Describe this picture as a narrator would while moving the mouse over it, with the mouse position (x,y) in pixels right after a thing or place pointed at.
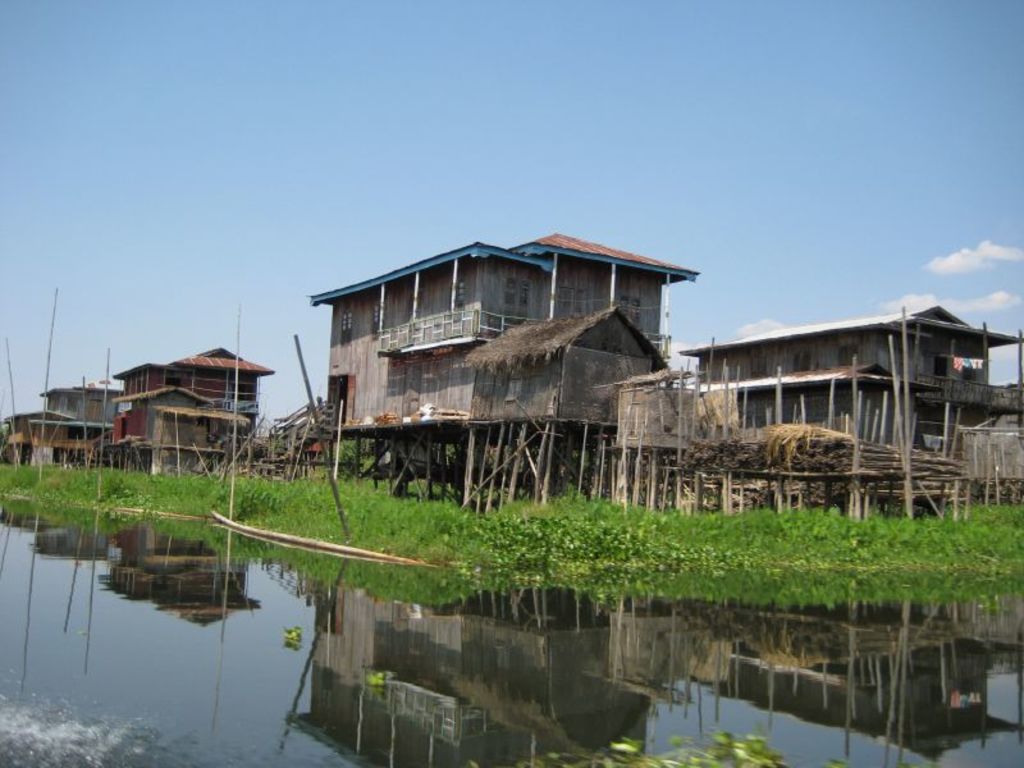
In this picture we can see water (394,617), few plants (411,503) and houses (664,344), in the background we can see clouds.
